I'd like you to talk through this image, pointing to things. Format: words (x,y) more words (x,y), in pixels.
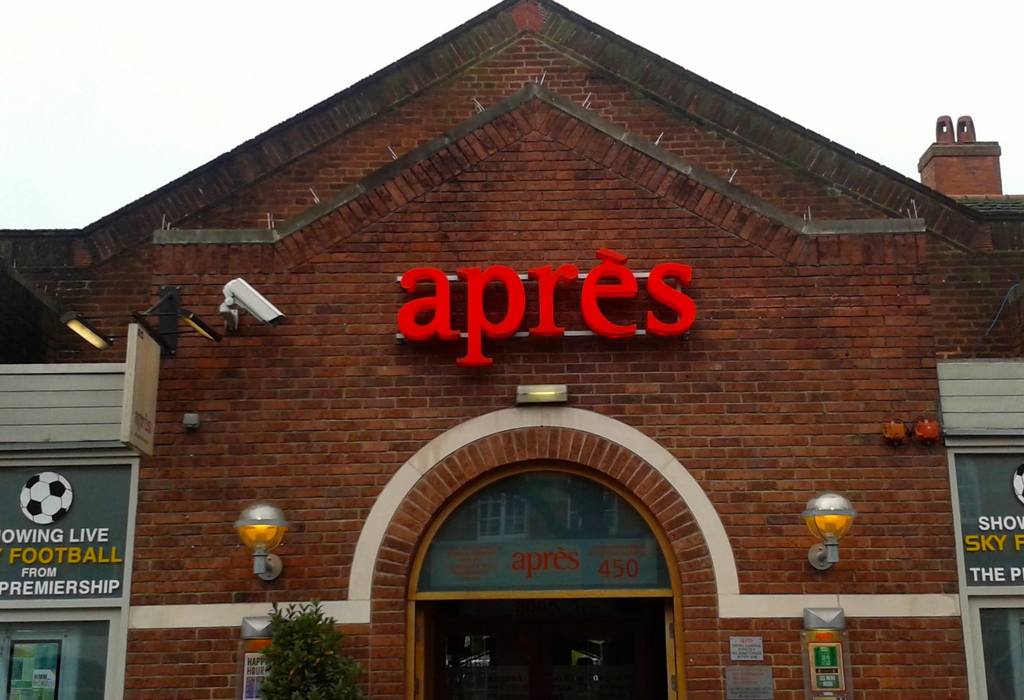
In this image we can see there is a building (294,294) with text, camera (234,314) and lights (263,544) attached to it and there are windows (97,525) with logo (58,509) and text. In front of the building (294,536) there is a tree (284,632). And at the top (201,72) there is the sky (201,72).
